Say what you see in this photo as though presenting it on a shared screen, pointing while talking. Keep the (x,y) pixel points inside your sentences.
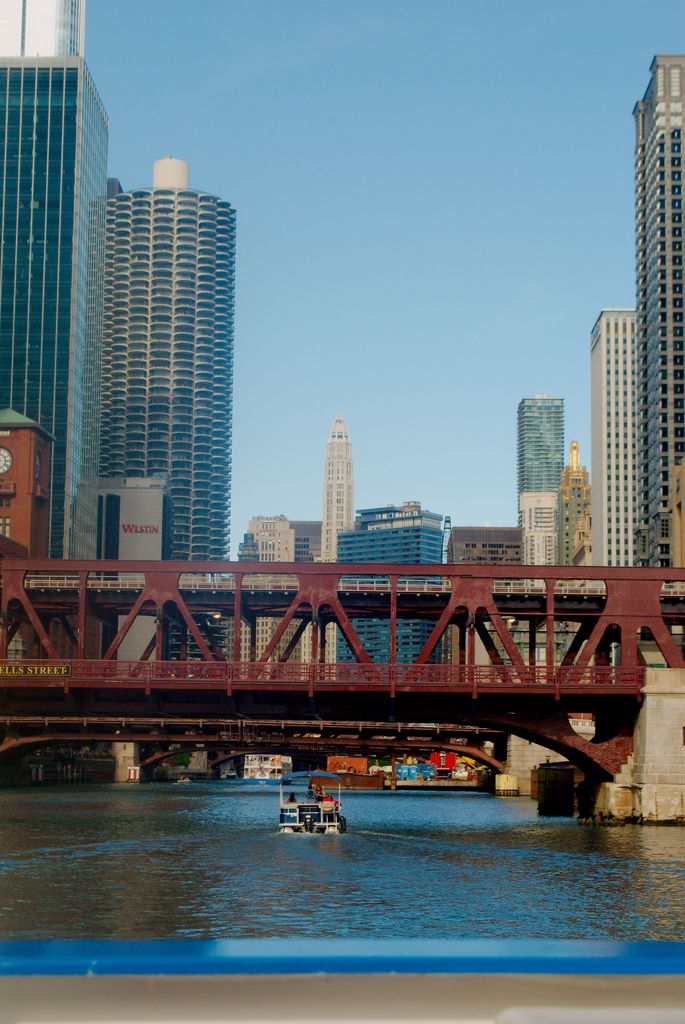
In this image we can see a few buildings (529,506), a bridge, water (373,869) and boat (284,813) under the bridge (518,666) and sky (330,150) in the back ground (389,219).
